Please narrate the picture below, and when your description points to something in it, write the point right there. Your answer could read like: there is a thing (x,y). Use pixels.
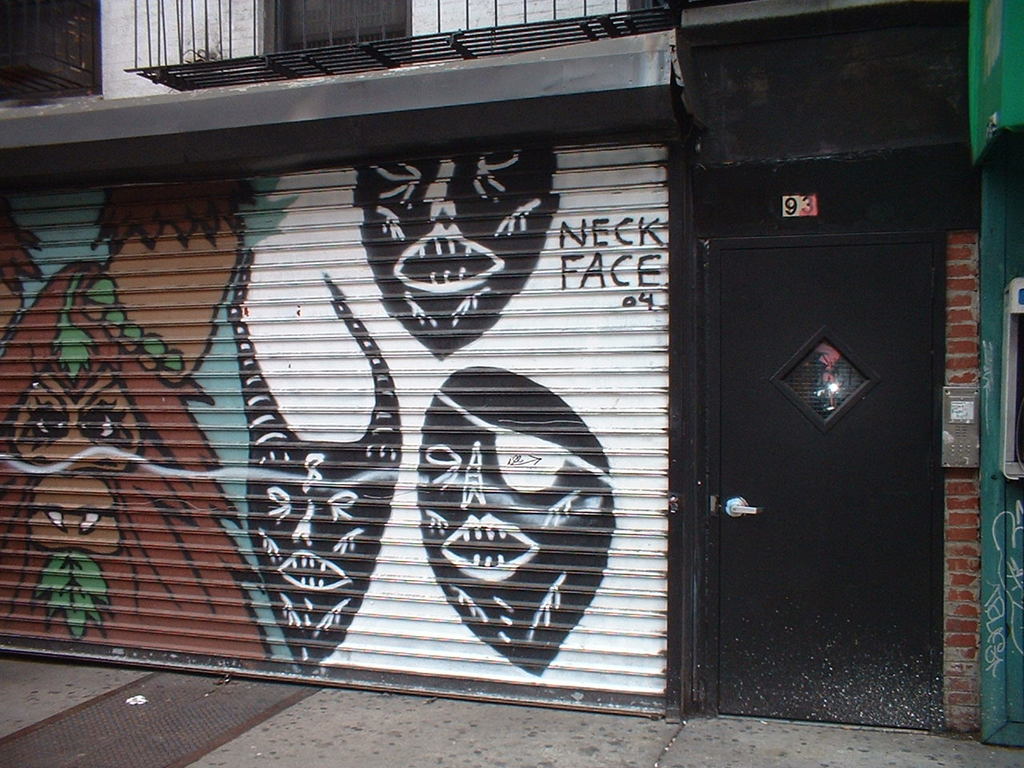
In this image I can see the black colored gate (806,444), the rolling shutter (527,348) which is black, brown, white, green and blue in color and the building (331,61).
